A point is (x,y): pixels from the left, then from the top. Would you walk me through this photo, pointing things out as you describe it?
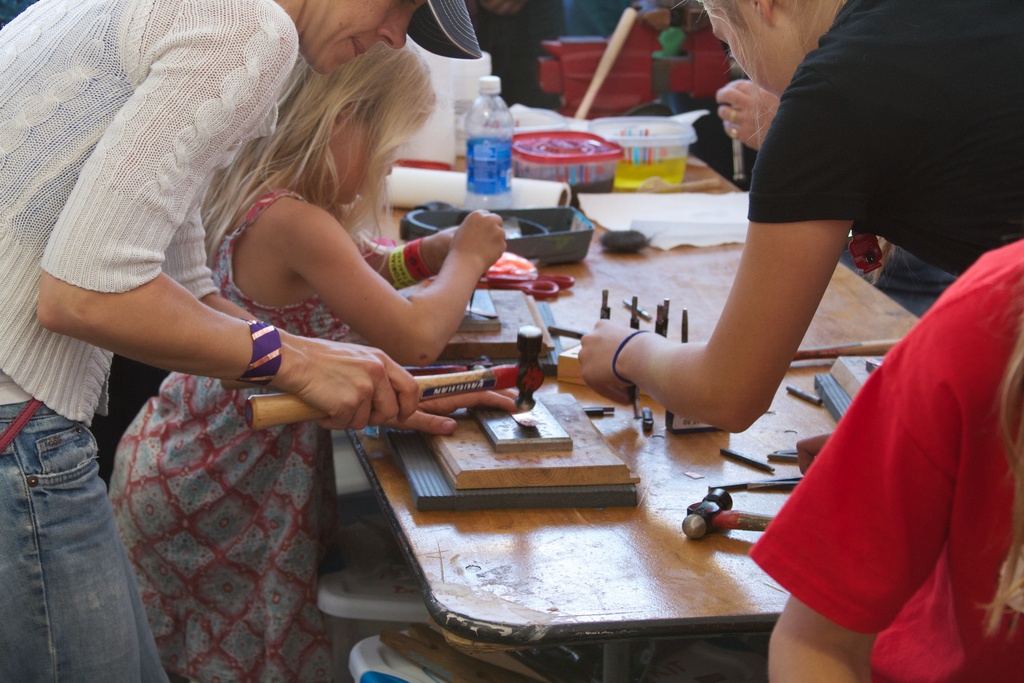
There are few people (596,361) here standing and doing some work on the table (648,613). On the table (598,288) we can see water bottle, papers (556,187), boxes (611,168), wood (574,471) and some cutting tools (771,485).
